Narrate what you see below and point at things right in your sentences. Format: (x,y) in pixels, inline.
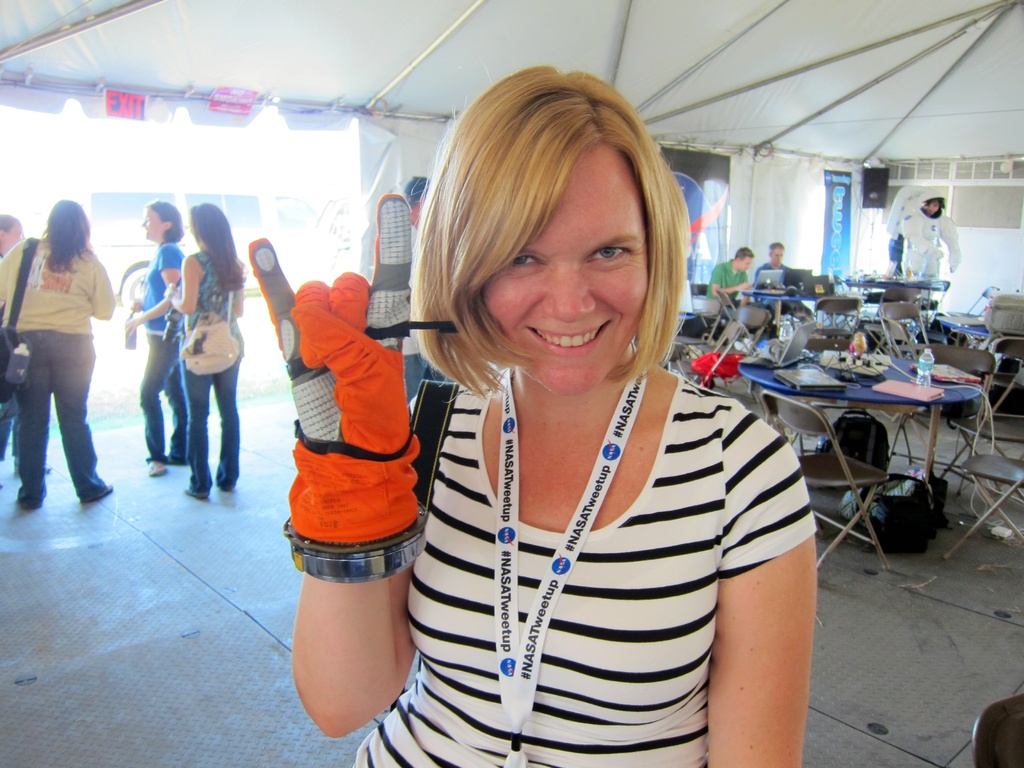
As we can see in the image there are few people (55,295) here and there and there are chairs (858,493) and tables (924,409). On tables (875,380) there are files (920,393), bottles (920,364) and laptops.
